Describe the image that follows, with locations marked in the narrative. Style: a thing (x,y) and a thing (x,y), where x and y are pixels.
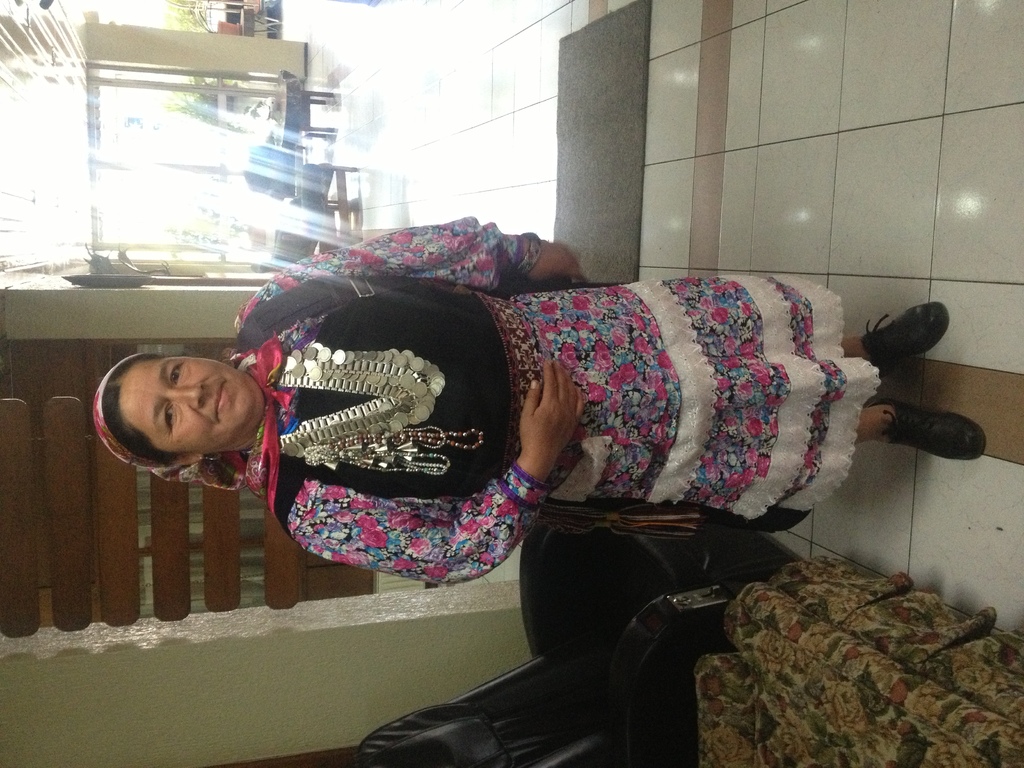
In this picture I can see a woman (515,485) standing and at the bottom (522,662) I can see couple of chairs (675,698) in the background (327,188) I can see a table (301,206) and few chairs (312,195).
